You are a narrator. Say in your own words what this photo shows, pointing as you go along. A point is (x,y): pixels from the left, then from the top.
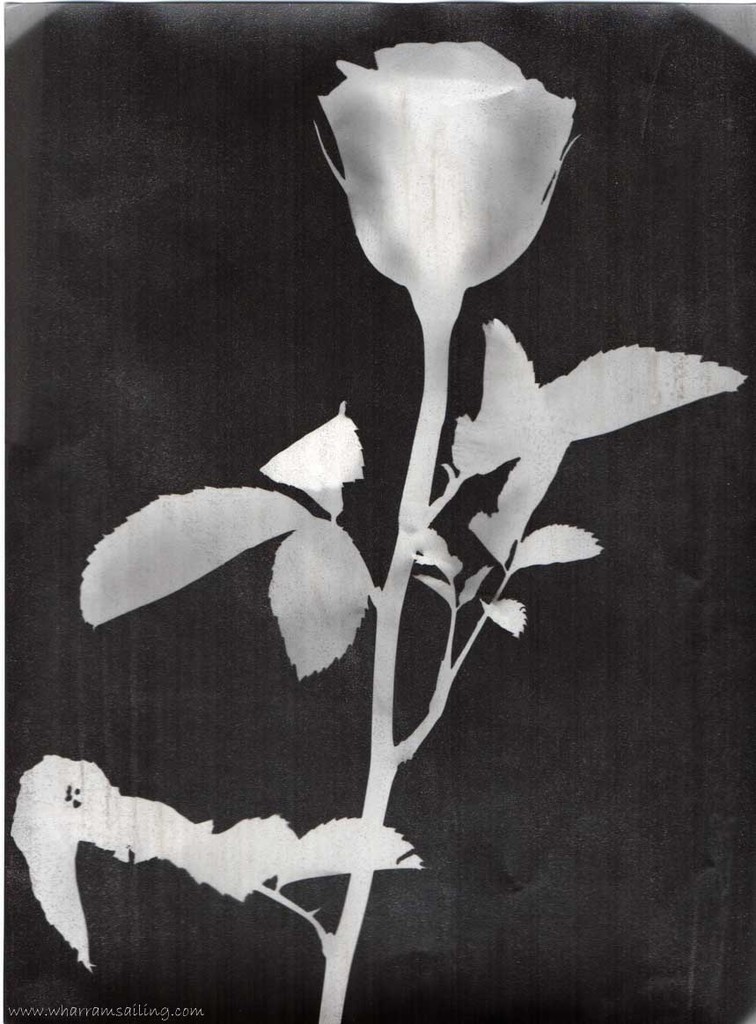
It is the black and white image in which we can see the rose flower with some leaves (291,557).
